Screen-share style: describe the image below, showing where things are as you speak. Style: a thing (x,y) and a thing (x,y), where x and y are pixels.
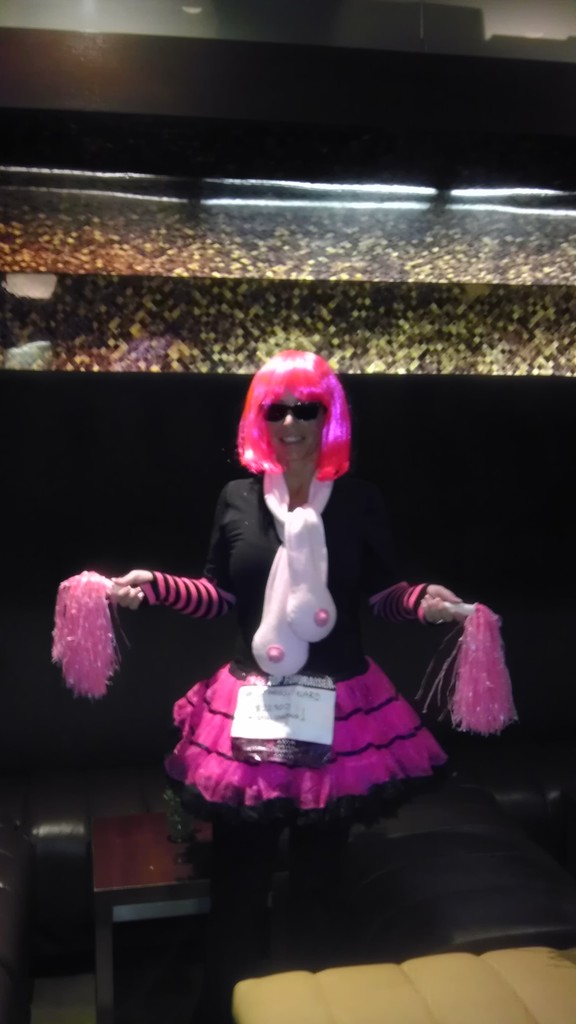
In this image there is a person (248,458) with pink color hair (282,356). The person (308,490) holding pink color objects (83,618). There are tables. There is an object (240,273) above the person (217,715). There is black color background (531,495).
